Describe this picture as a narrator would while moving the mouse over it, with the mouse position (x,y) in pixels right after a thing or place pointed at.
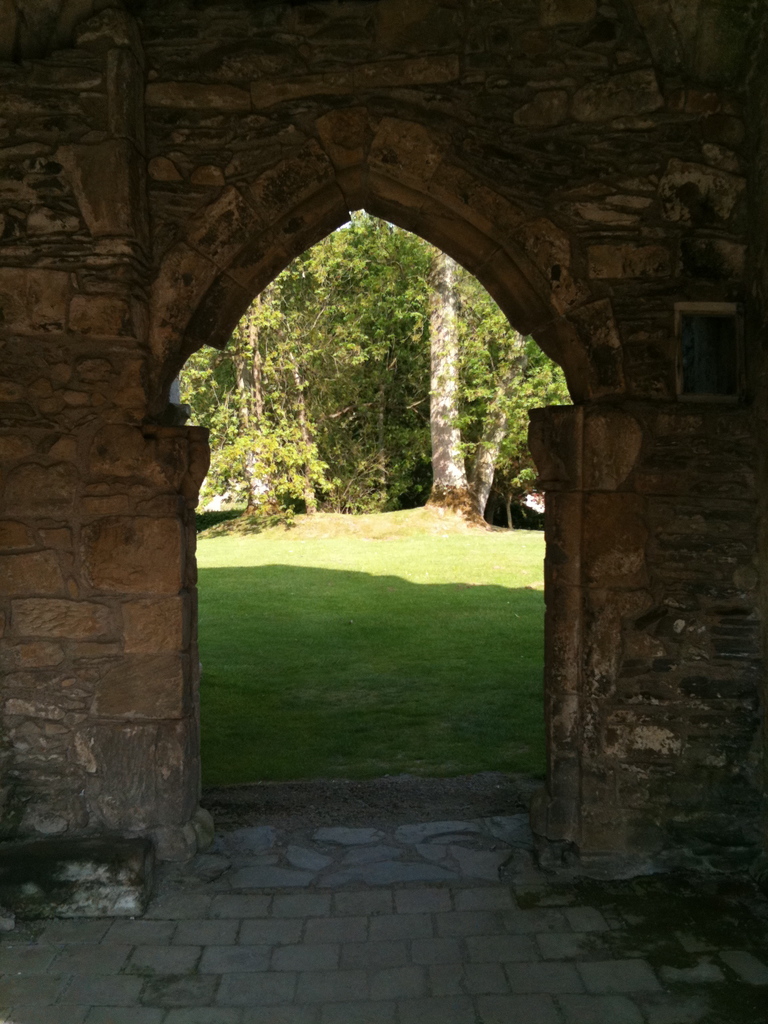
In this image, I can see an arch (588,375). This is the building wall (112,676). Here is the grass (363,601). These are the trees (339,405) with branches (352,407) and leaves (472,410). At the bottom of the image (265,902), I can see the floor (367,899).
